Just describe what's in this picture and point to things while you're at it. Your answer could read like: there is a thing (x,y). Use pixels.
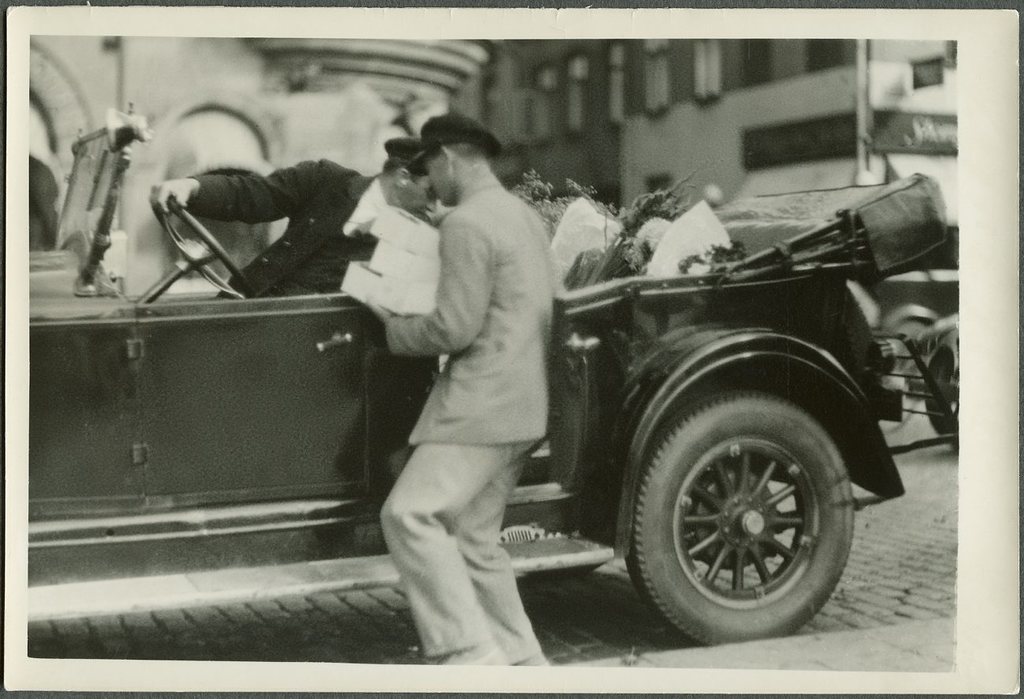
A black and white picture. One person (344,186) is sitting inside this vehicle (211,367) and the other person (447,353) is standing outside this vehicle (307,397). Far there are buildings (580,115).
